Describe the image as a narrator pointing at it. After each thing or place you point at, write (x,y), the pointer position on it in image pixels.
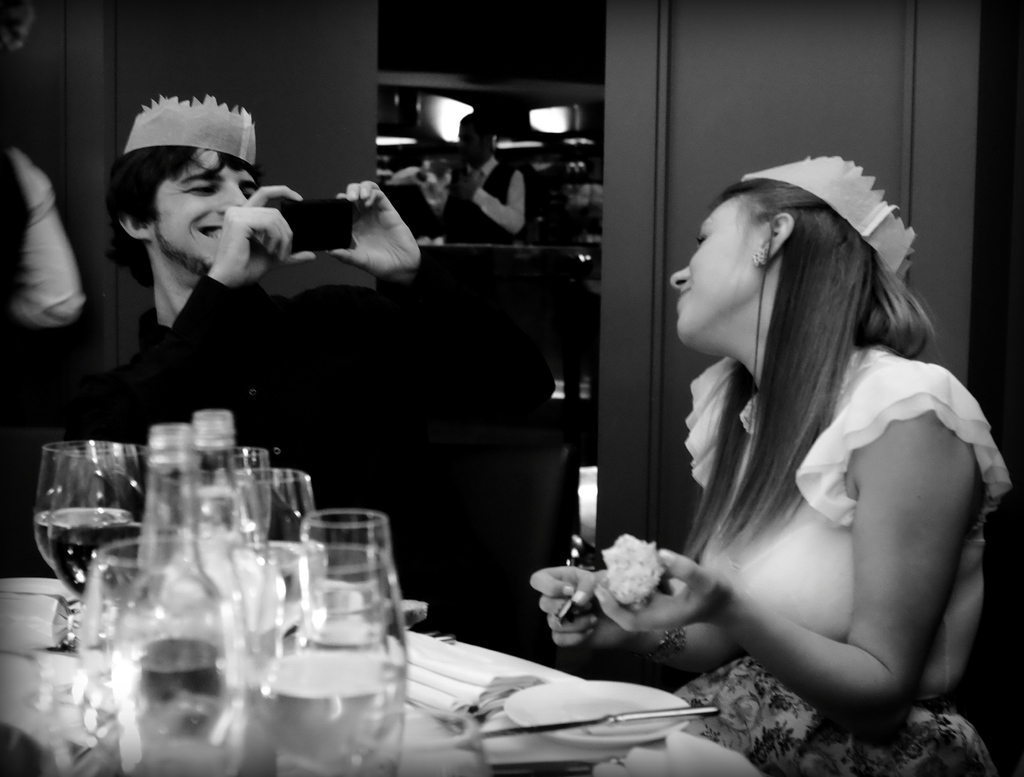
In this image we can see woman (714,570) sitting near the table (495,719) and a man (236,405) holding a mobile phone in his hands (258,246). We can see glasses (111,620), bottles (124,629), plates (536,715) and knife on the table (525,734). In the background (26,285) we can see people (19,150).
